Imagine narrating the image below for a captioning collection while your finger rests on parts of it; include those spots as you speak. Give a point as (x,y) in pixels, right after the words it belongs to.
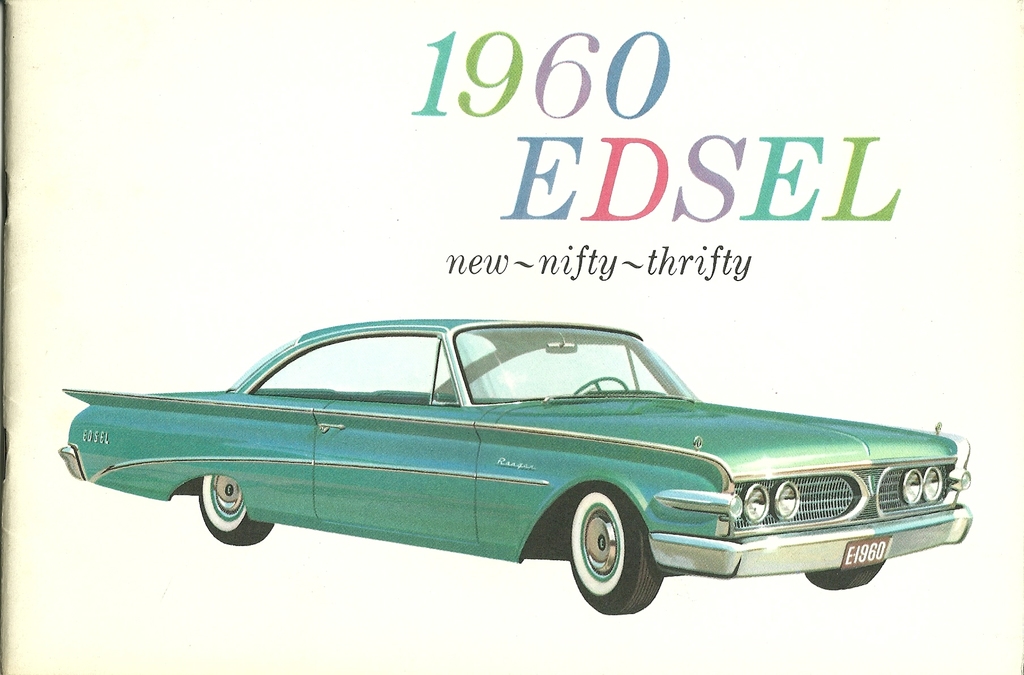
This picture seems to be an edited image. In the center (362,350) we can see the picture of a green color car (409,511). At the top (756,215) we can see the text (666,181) and numbers (574,63) on the image. The background of the image (897,46) is white in color.
